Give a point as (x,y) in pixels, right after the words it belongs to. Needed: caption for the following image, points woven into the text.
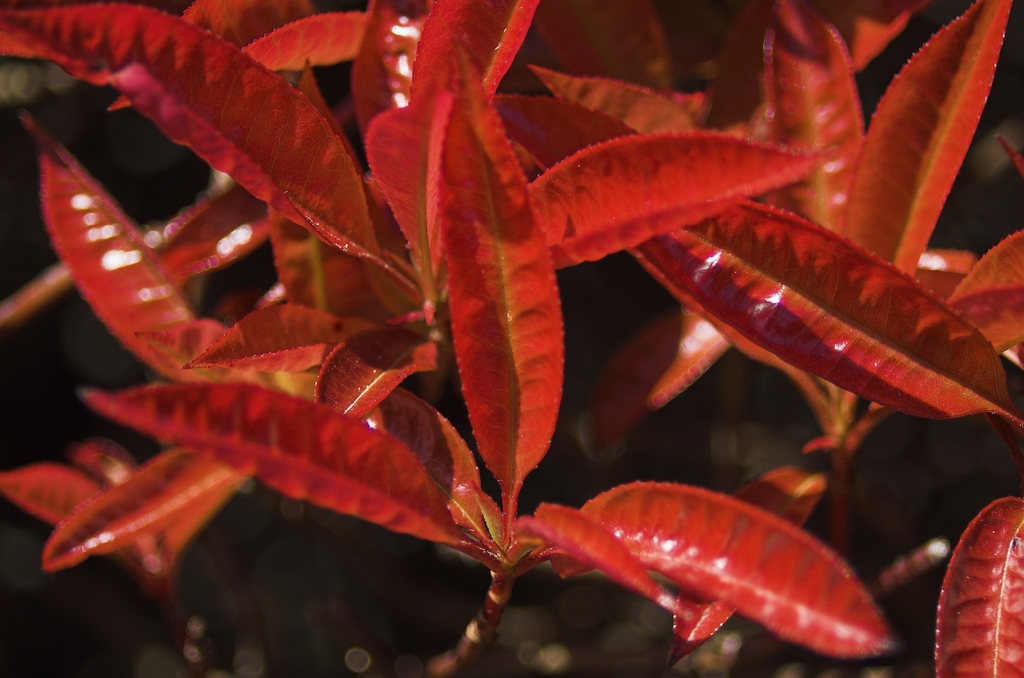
In the image there is a plant (332,267) with red leaves (449,123).
